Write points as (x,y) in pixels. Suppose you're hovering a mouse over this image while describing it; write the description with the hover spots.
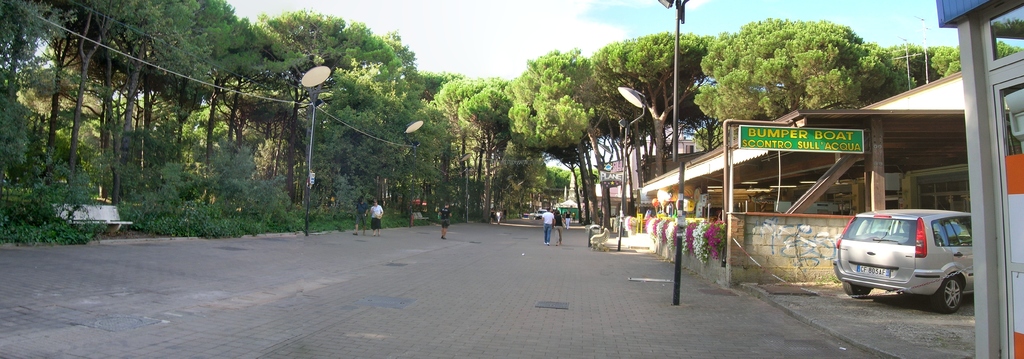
In this image we can see people (546,220) are walking on the pavement (473,289). On the right side of the image (892,252), we can see a car (901,266), sign board (773,130), poles (731,176), lights (639,102), trees (659,99) and buildings (963,187). On the left side of the image (249,189), we can see bench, poles (411,201), wires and trees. At the top of the image (439,35), we can see the sky (562,22) with clouds (546,25). We can see flowers (708,238) and a bench (595,241) in the middle of the image (665,221).
